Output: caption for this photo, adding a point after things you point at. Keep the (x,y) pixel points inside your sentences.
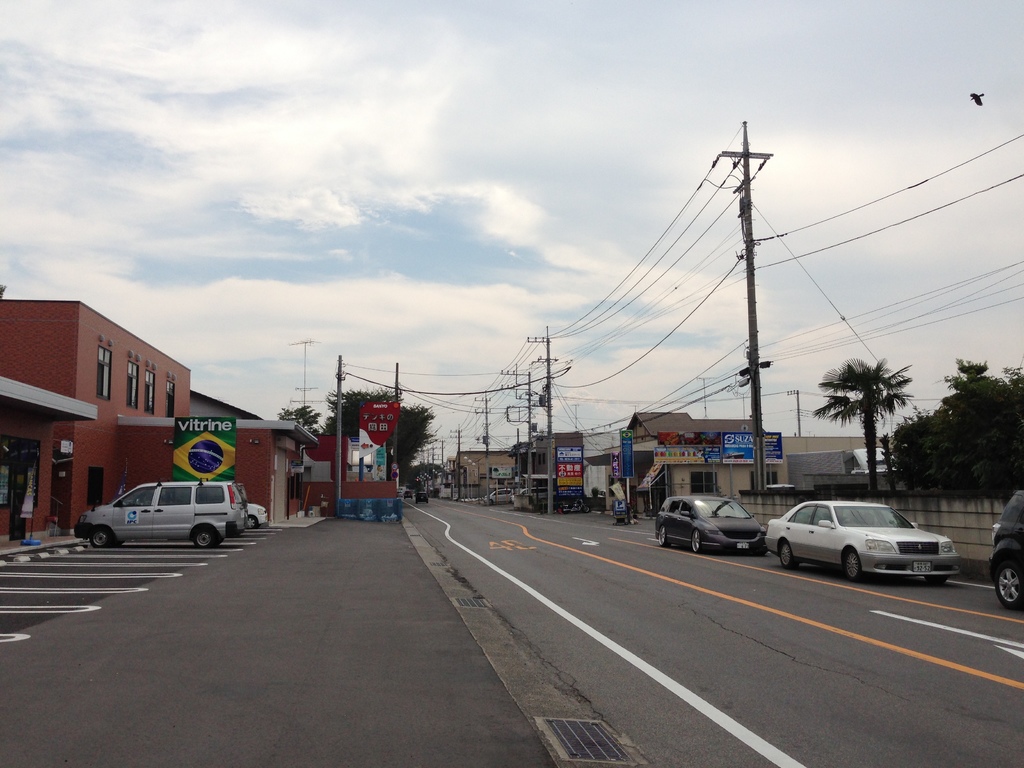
In this we can see some vehicles (237,505) on the road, there are some buildings (697,428) and houses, electrical pole (529,440) with wires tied to it, we can also see some trees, and a bird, there are some posters (365,450) and banners (376,430).
